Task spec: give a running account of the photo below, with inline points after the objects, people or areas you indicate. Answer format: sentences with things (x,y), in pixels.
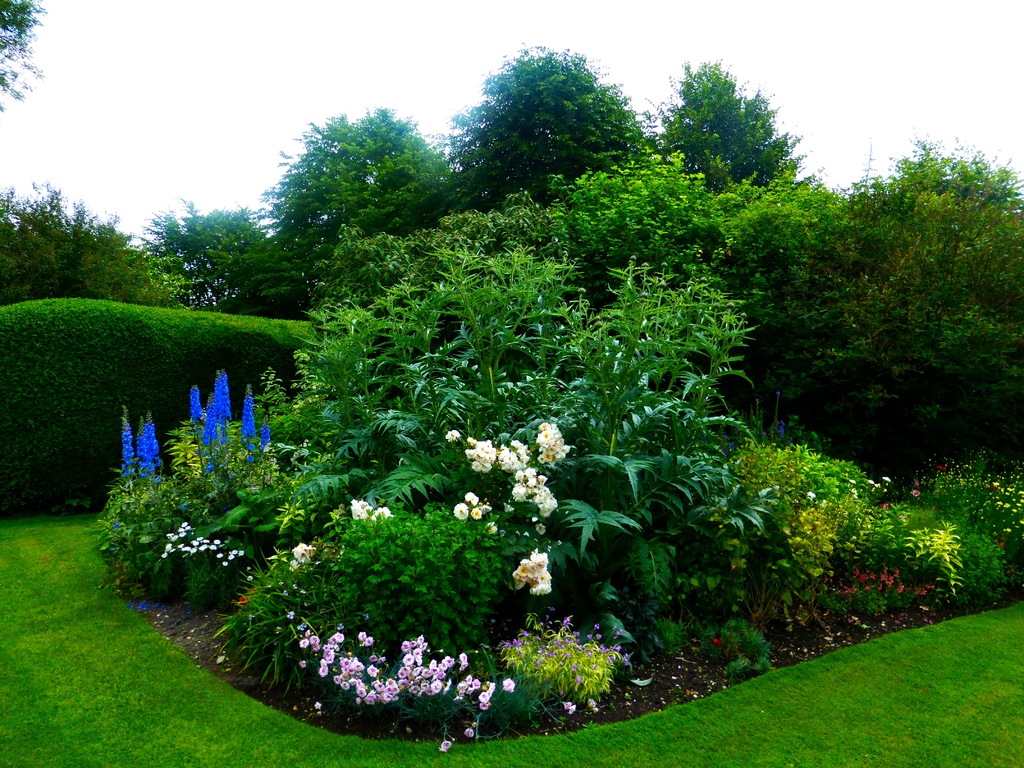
There are few plants (487,541) which has few flowers (363,515) on it and the ground (173,695) is greenery (148,704) and there are trees (621,213) in the background (604,243).
